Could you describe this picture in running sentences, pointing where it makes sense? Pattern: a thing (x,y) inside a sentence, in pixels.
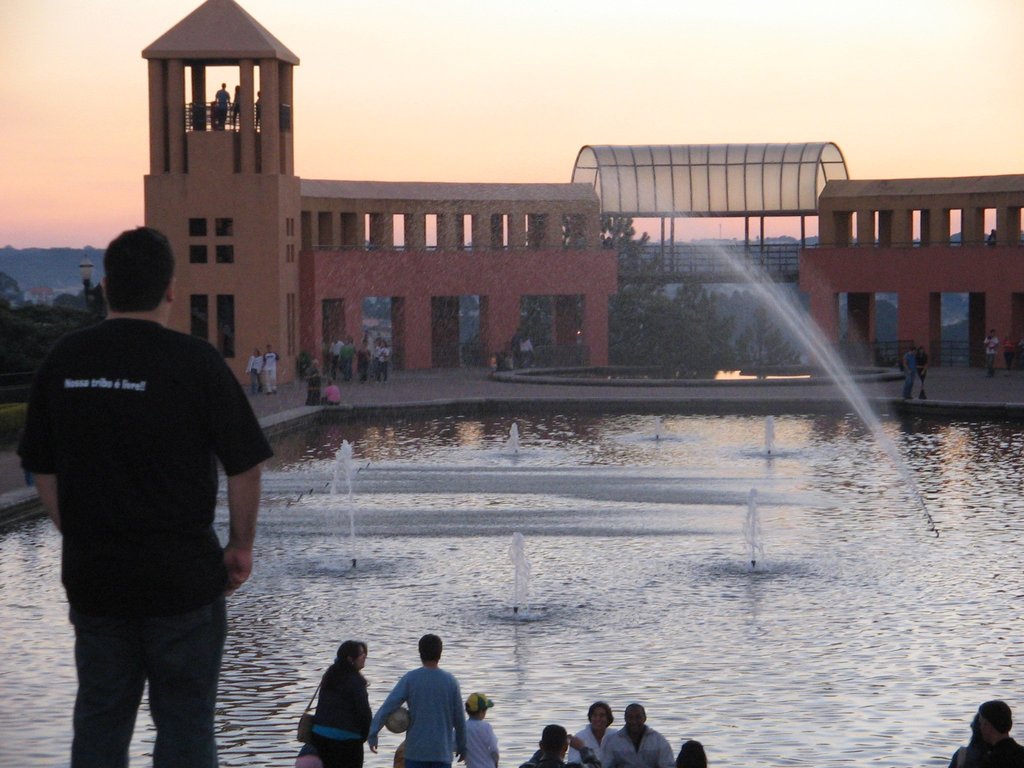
In the foreground of this image (145,485), there is a man (136,591) standing and in the background (239,716), there are persons (323,743), water (624,614), sprinkling of water (658,433), building (524,285), trees (21,330), poles (88,271) and the sky (71,136).
